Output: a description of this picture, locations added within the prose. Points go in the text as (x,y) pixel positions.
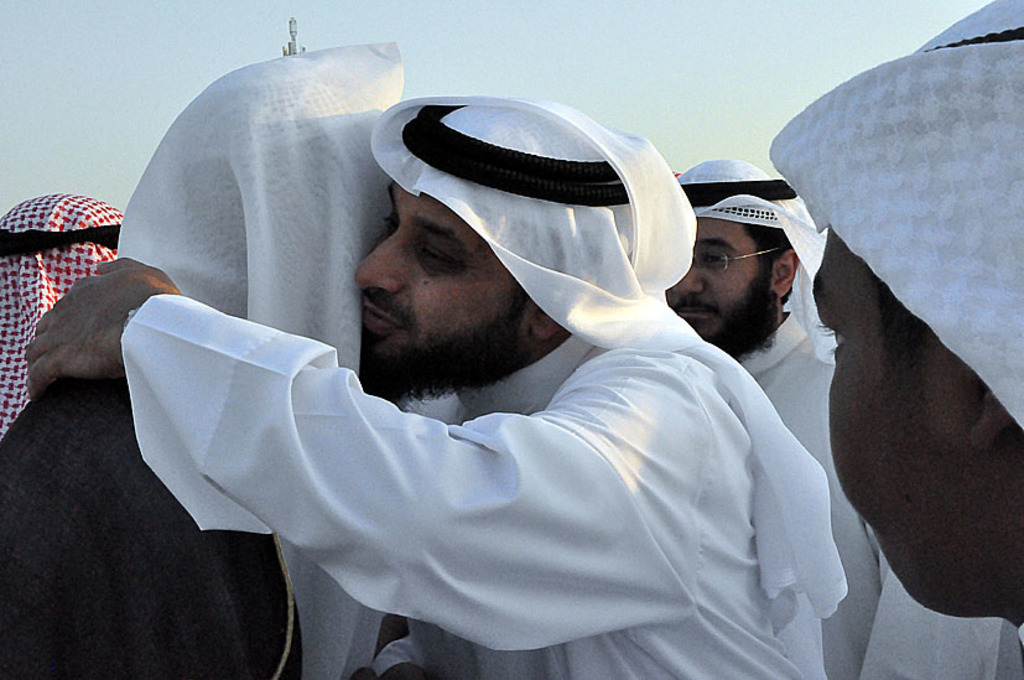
In this picture we can see group of people (526,289), in the foreground (399,428) we can see two persons (468,384), they are hugging, in the background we can find a tower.
